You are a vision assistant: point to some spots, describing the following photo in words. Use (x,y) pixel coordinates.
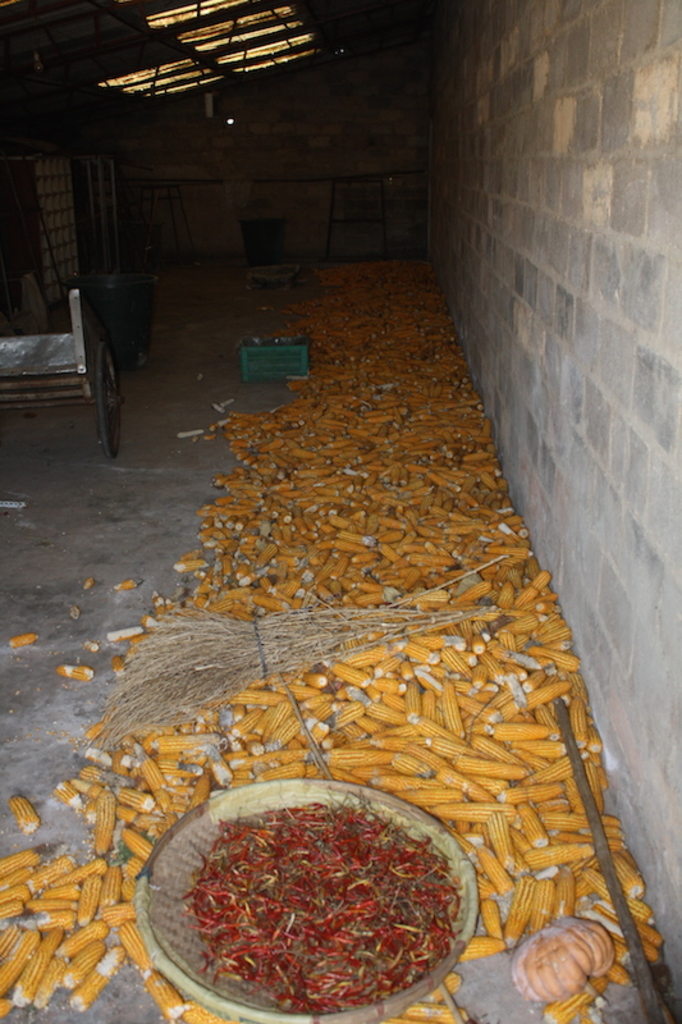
In the foreground of this image (326,893), there are red chilies (274,907) in a basket (184,910), pumpkin (577,951), a stick (649,979), corn (491,704) on the floor (241,330) near a wall (616,691) and a broom stick like an object (375,628) on it. In the background (12,355), on the floor (227,325), there is a wheel cart (61,360), baskets (268,350), few objects (268,350), wall (257,132) and the ceiling (244,53) of the hall (206,53).
